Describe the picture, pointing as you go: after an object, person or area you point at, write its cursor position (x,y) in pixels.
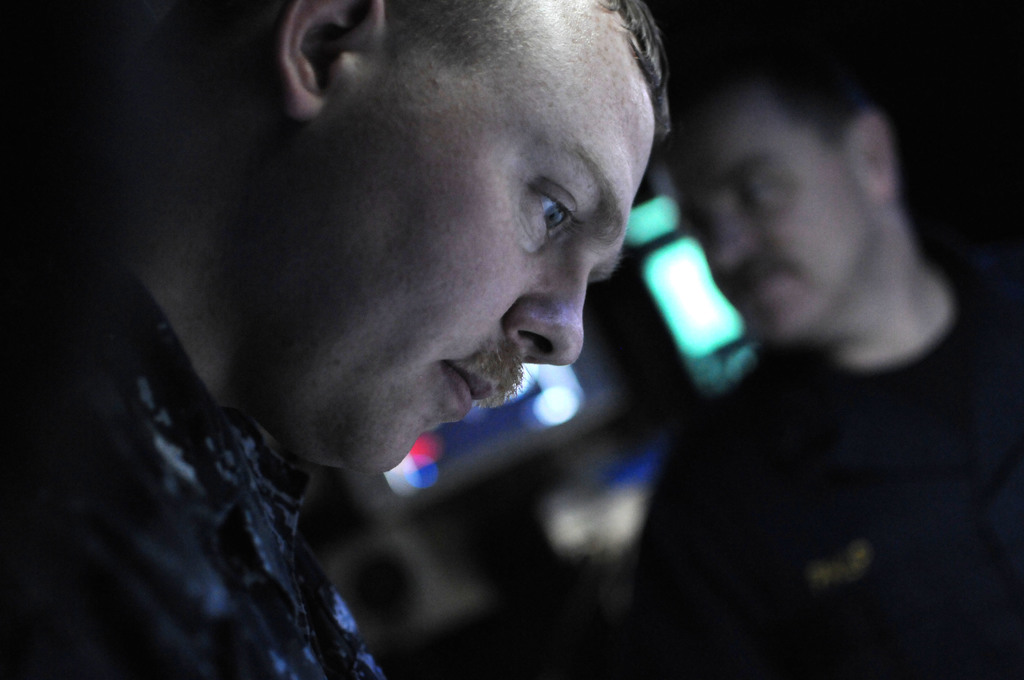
In this image, we can see a man (368,347). On the right side of the image (798,276), there is another man (760,193). On the right side (815,378) and background (607,609), there is a blur view.
